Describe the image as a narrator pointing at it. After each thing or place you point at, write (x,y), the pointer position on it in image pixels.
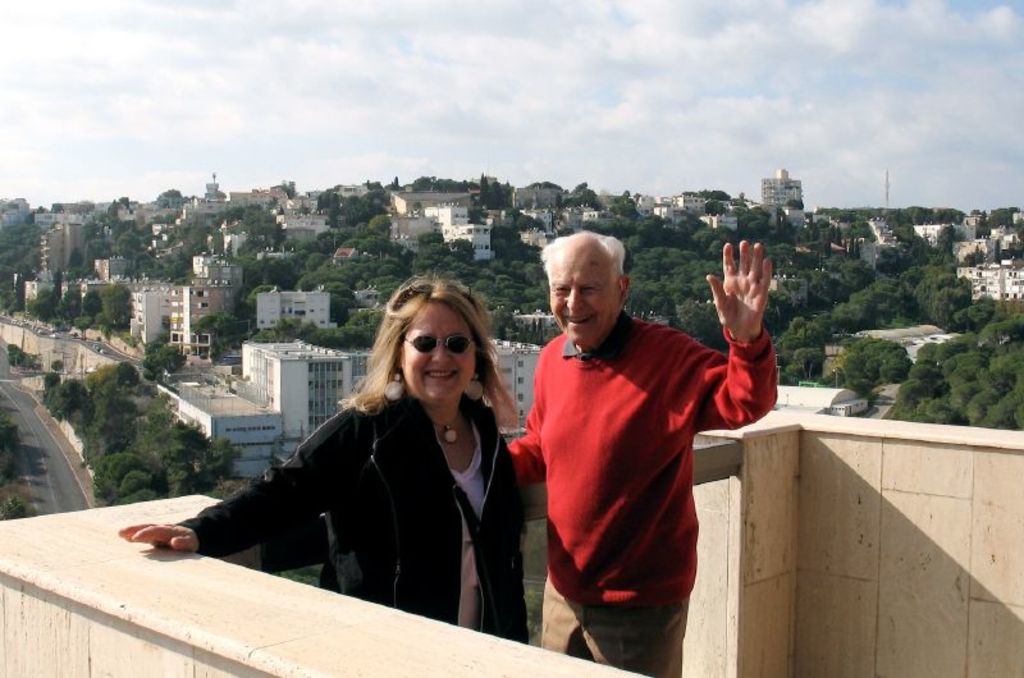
In this image I can see there are two persons (591,330) standing in front of the wall (967,488) and they both are smiling at the top (498,72) I can see the sky (876,146) and in the middle (519,261) I can see houses (931,338) and trees (161,346).
